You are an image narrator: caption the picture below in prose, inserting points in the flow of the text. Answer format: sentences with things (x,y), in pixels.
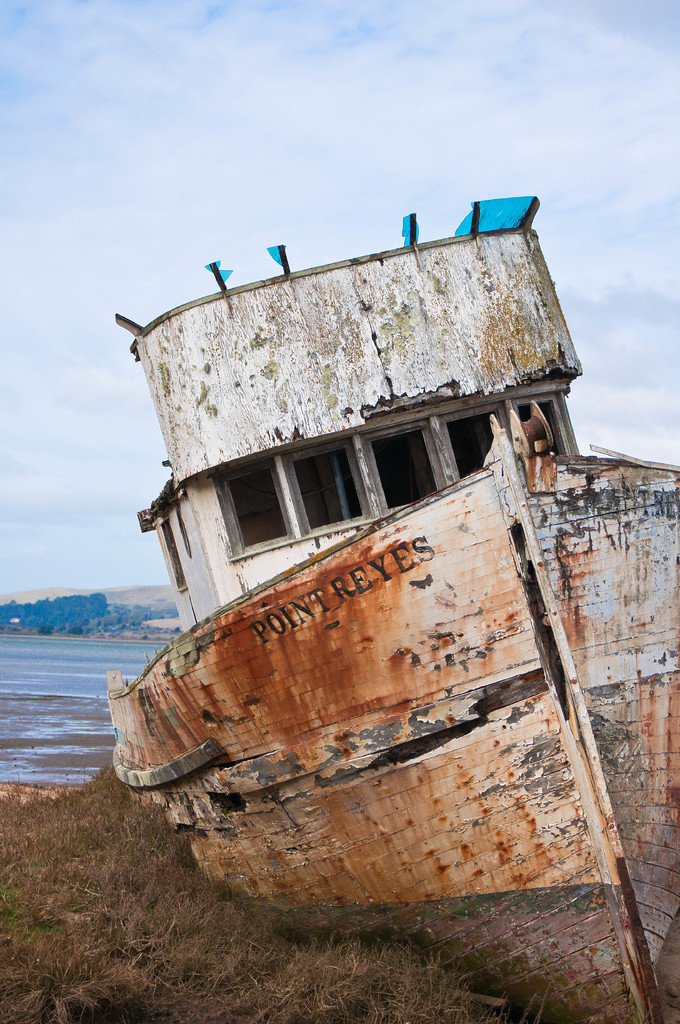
In the front of the image (236,1006) I can see a grass (58,881) and boat (396,596). In the background of the image (347,222) there is a water (69,682) and cloudy sky (211,220).
